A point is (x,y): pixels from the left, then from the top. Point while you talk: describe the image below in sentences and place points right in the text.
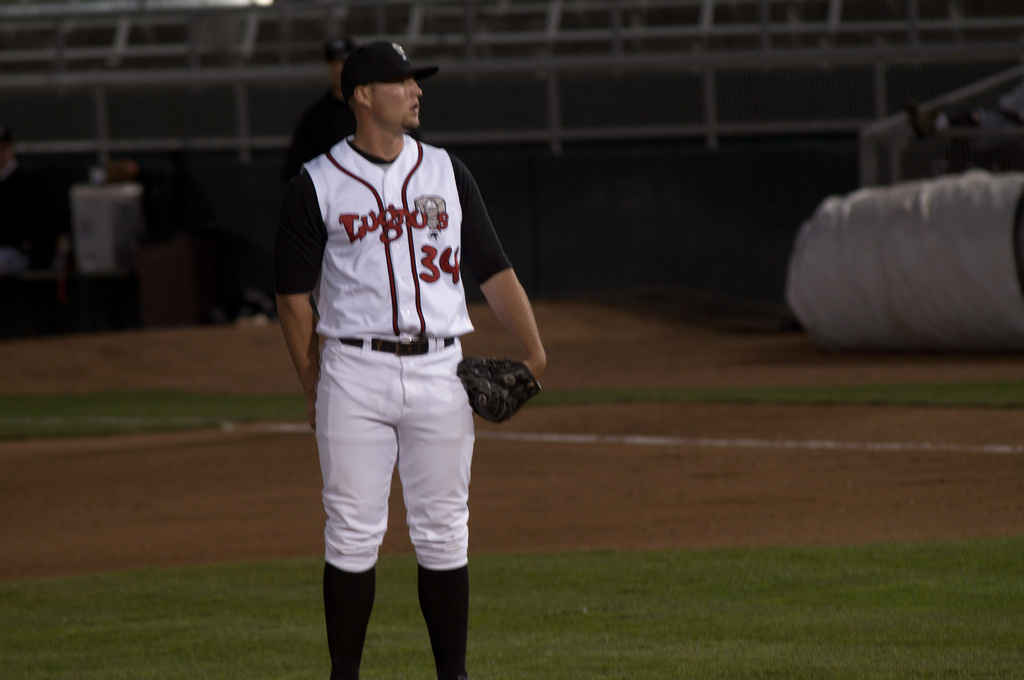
In the image we can see a man (358,324) standing, wearing clothes (340,302), cap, boot (450,575) and gloves (512,388). Behind him there is another person (318,122), there is a grass (735,585), sand (686,449), white lines (721,443) and the background (577,1) is blurred.
